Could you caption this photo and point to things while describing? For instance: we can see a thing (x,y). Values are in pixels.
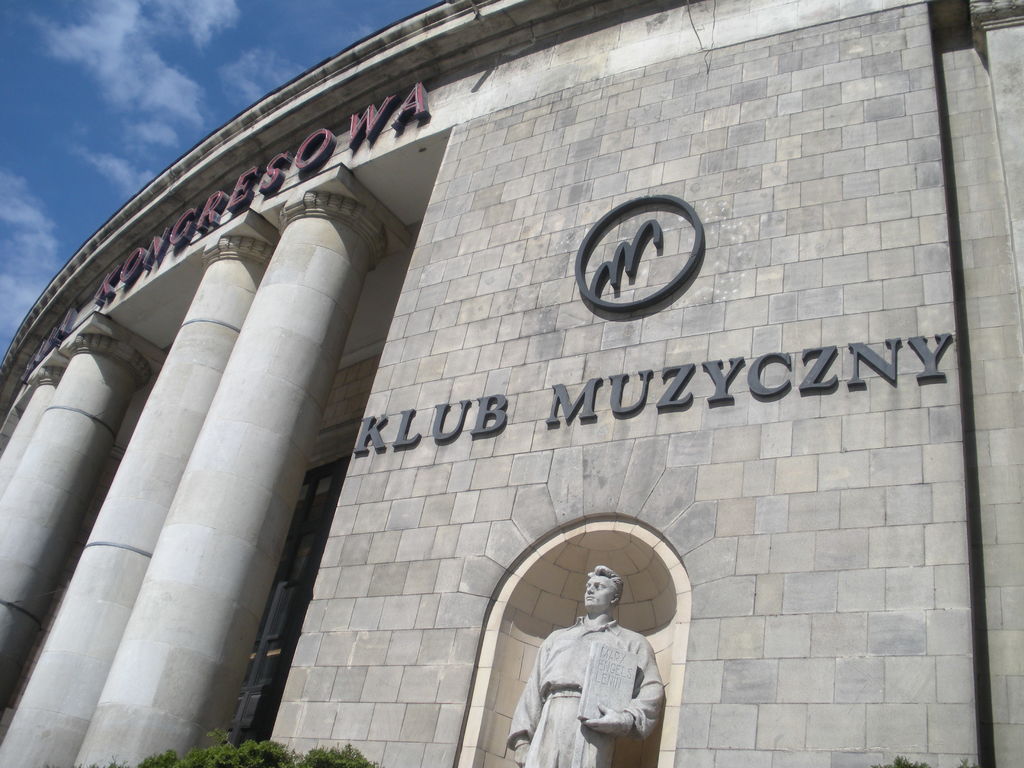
In this image we can see a building (765,207) containing four pillars (240,466) in front and a statue (580,724) of a person (578,710) holding a book (588,690) in his hand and in the background (65,132) we can see trees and sky (182,122).
